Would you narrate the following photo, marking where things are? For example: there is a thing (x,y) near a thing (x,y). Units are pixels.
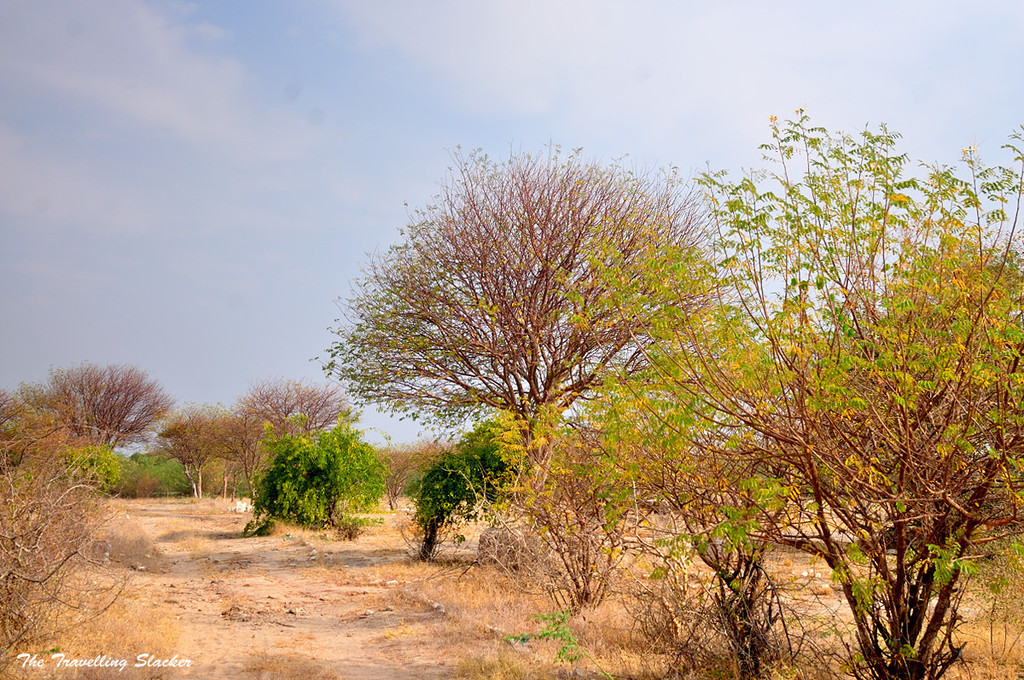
In the picture there is a land (330,538) and in between the land (311,604) there are few trees (59,520) and some of them are dried up.
